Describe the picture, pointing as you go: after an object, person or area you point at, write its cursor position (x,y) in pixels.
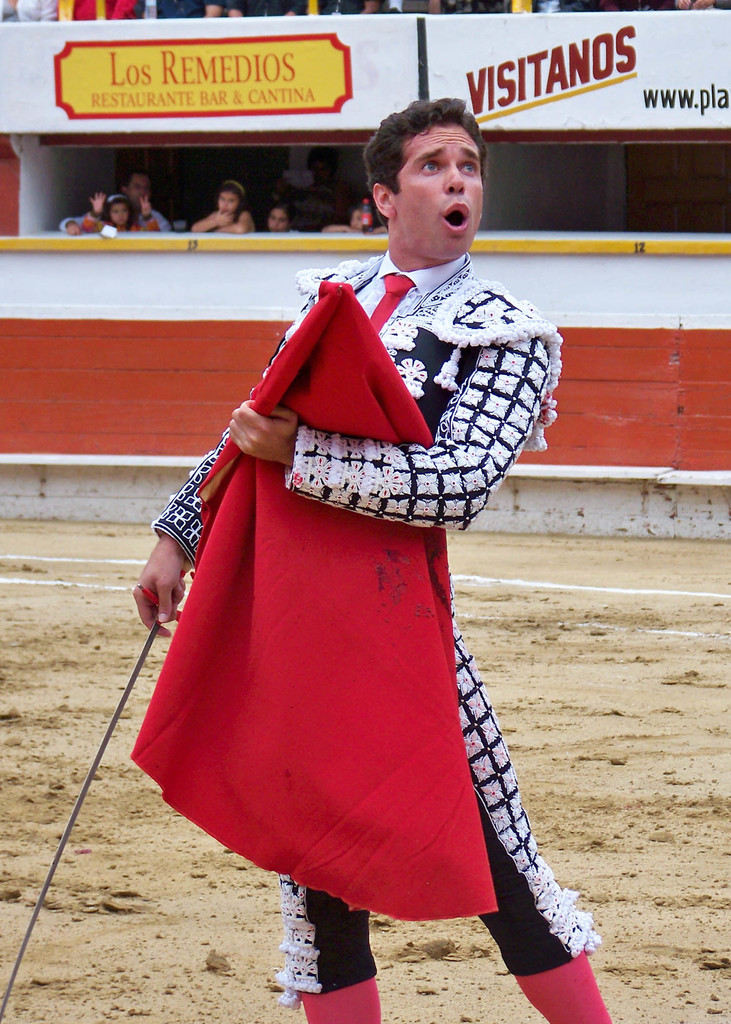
In the picture I can see a man (389,505) is standing. The man (308,477) is holding a red color cloth (372,590) and an object (80,804) in hands (255,418). In the background (93,74) I can see people (335,158), wall fence (236,355) and I can also see logo (341,82) and something written over here.
